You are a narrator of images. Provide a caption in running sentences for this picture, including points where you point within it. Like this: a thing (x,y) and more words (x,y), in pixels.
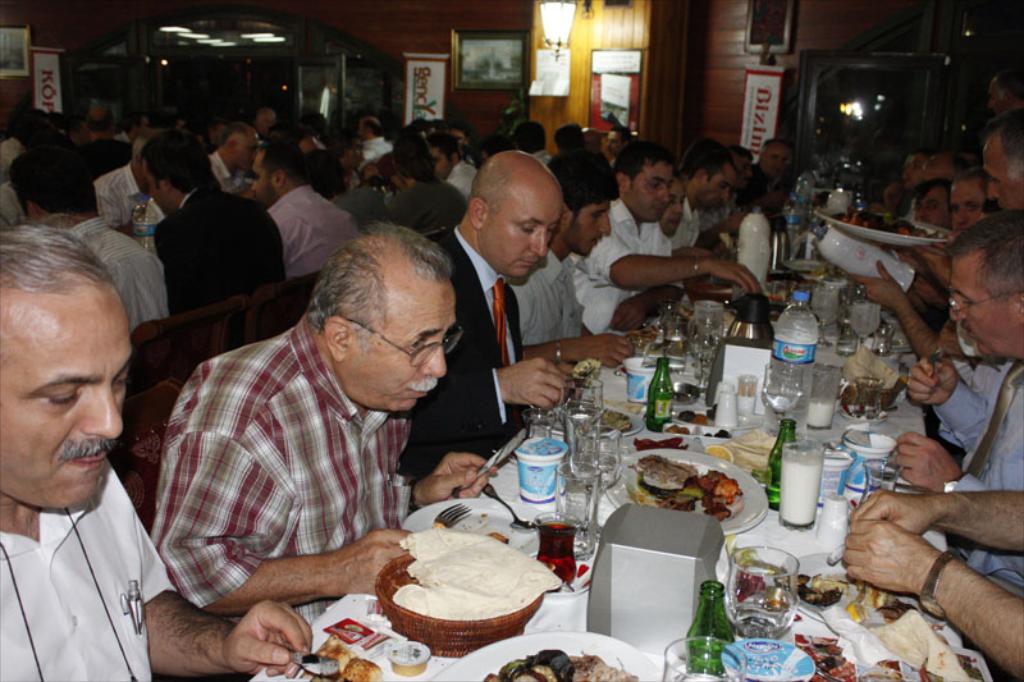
In this image I can see number of people (630,266) are sitting on chairs (293,304). Here on this table (596,447) I can see number of glasses (836,302), bottles (650,404), cups (650,371) and food (712,513).
